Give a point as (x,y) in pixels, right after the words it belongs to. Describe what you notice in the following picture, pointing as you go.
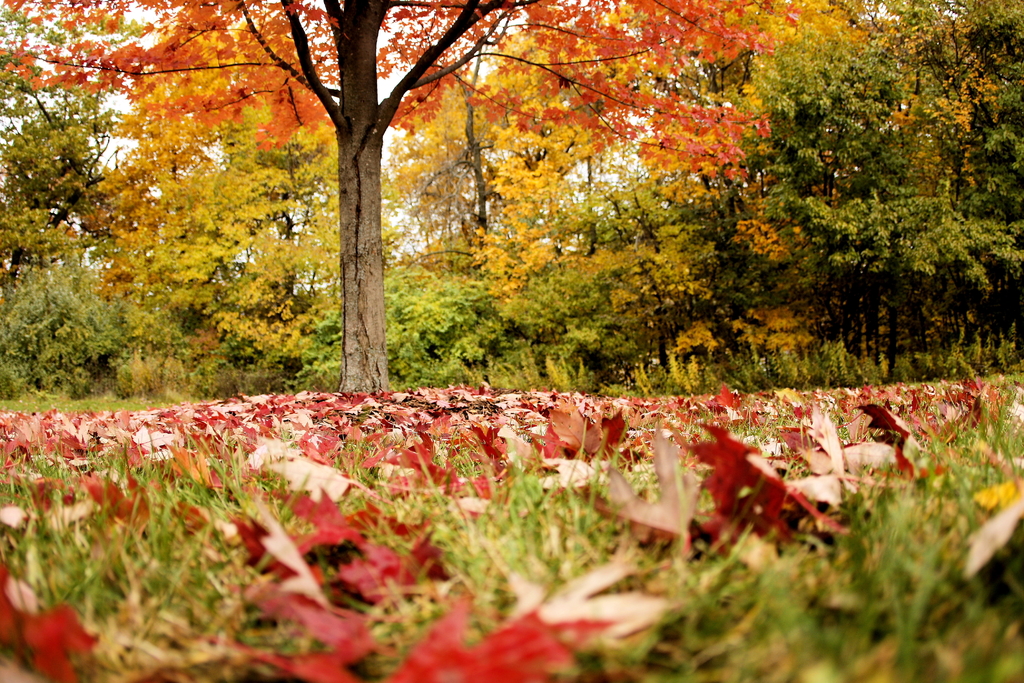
In this image we can see some plants (623,354), trees (479,242), leaves (354,487) on the ground (575,507), and grass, also we can see the sky (593,173).
